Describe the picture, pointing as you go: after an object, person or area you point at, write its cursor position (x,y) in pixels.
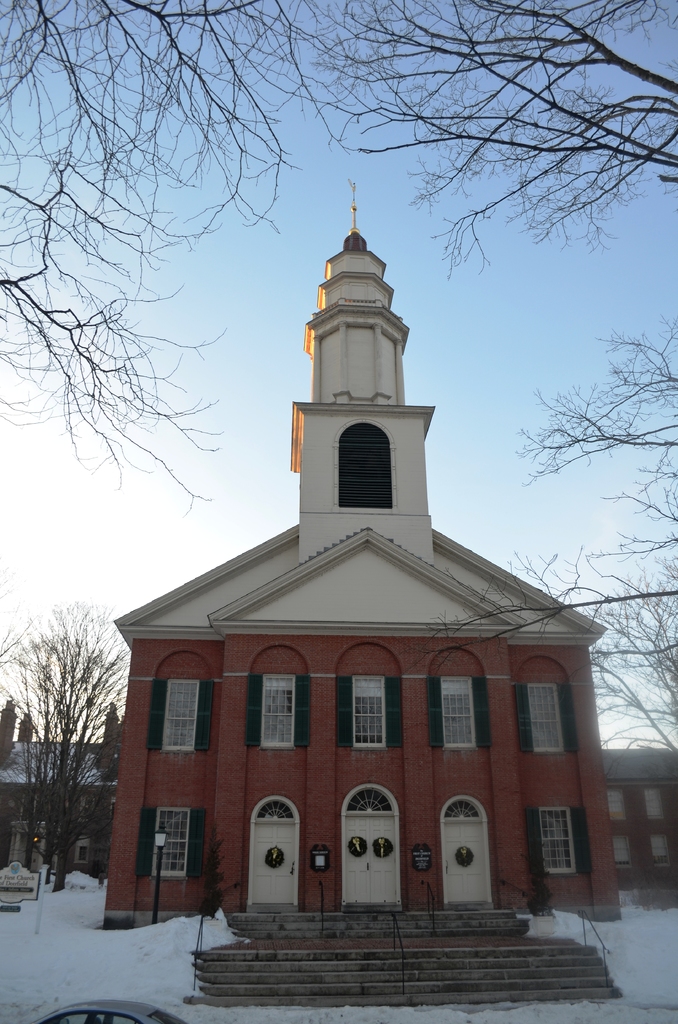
In this image we can see a building (249,565) with windows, doors (382,865) and a staircase (464,952). We can also see the snow (127,954) on the ground (119,949), a car (116,1007), a signboard (20,899), some houses (69,868), a group of trees (53,840), a street lamp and the sky (127,407) which looks clear.
